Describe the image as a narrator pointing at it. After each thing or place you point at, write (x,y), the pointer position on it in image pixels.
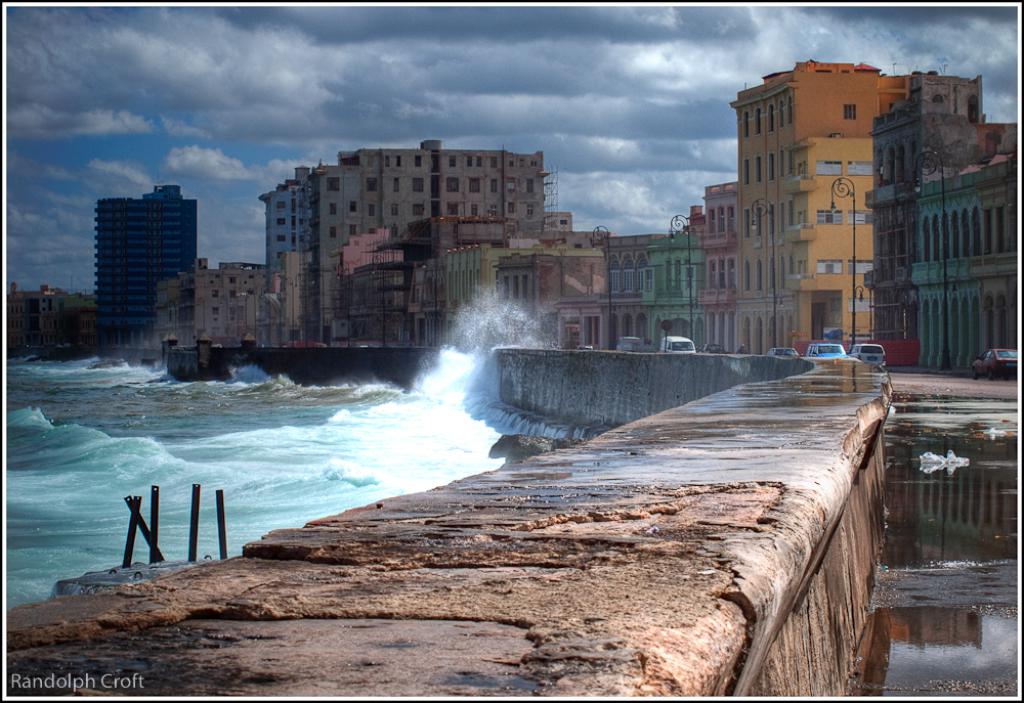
The picture is taken on the shore (337,547) of a sea (236,459). In the foreground of the picture (460,509) there is water (135,473), wall (642,496) and road (939,484). In the center of the picture (643,280) there are cars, buildings (882,266), street lights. Sky (117,142) is cloudy.
